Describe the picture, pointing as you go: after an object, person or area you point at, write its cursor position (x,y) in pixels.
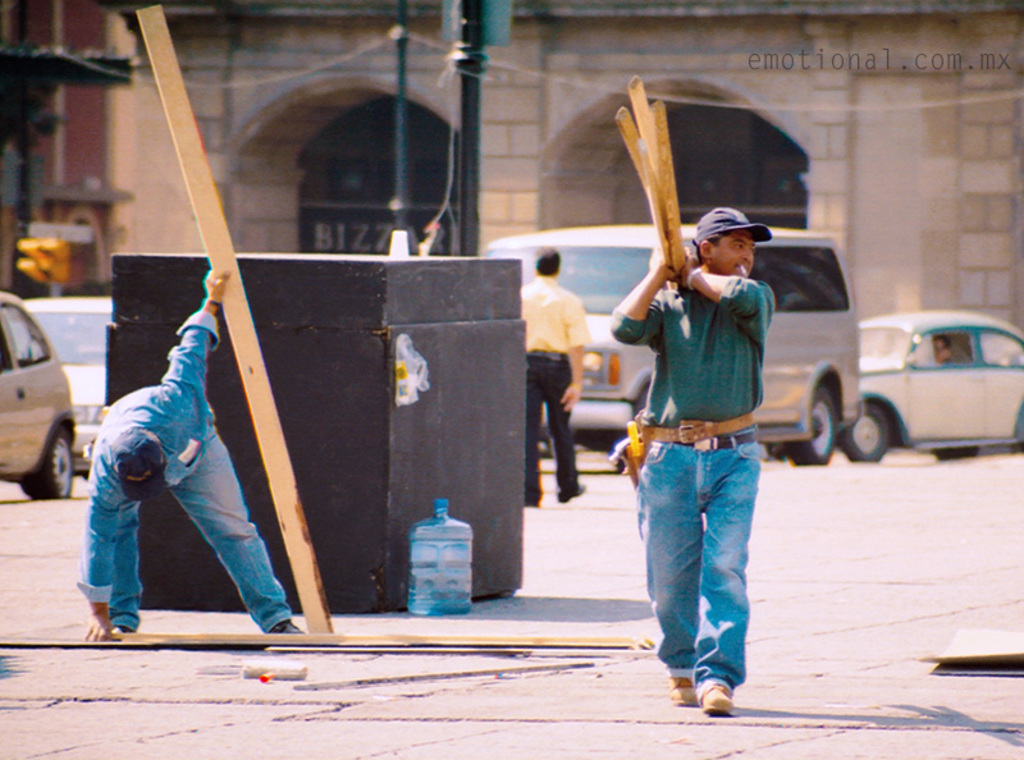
In this image there is a man (669,409) who is wearing green shirt (701,396) and blue jeans (710,514), holding a three sticks (651,170). On the left (122,430) there is a man (98,535) who is bent to take a long stick (142,641). On the background (921,373) we can see a car (989,376), van (812,331) and other vehicles (32,367). There is a water bottle (445,592) in the middle of the image (440,501). On the background (734,36) there is a building (858,84) and Pole (469,68).
